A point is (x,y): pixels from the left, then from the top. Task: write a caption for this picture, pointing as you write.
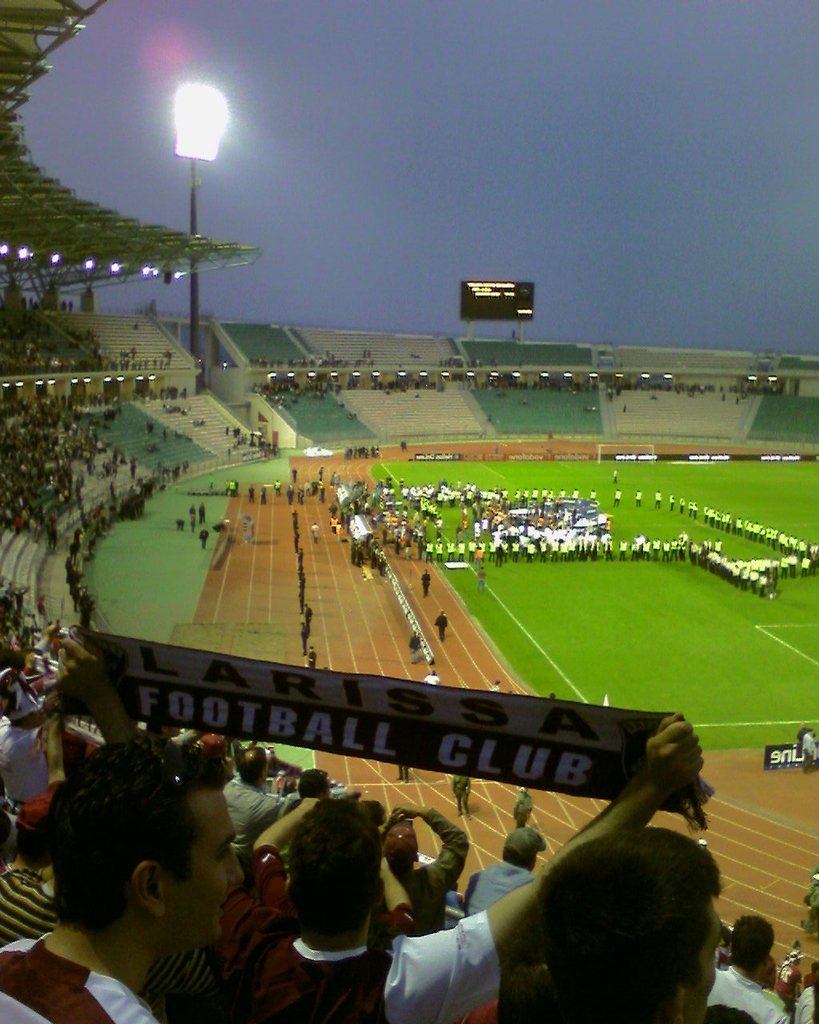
In the foreground (366,836) I can see boards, lights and a crowd (451,982) in the stadium (328,378). In the middle (524,642) I can see a group of people (812,548) are standing on the ground (597,626), fence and so on. At the top (362,196) I can see the blue sky (455,138). This image is taken may be during night.
